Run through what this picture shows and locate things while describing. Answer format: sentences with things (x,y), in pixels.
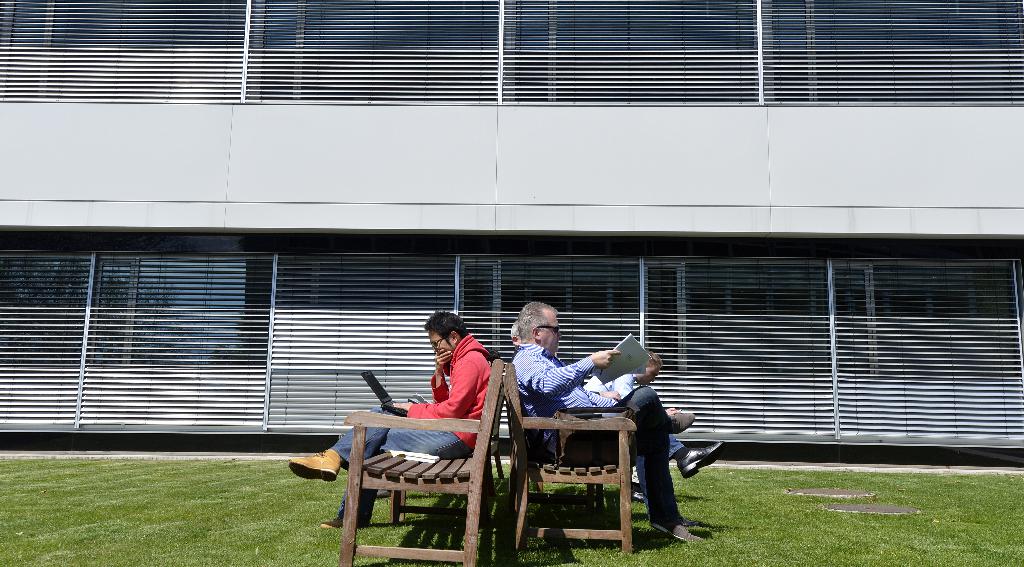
In the middle (462,372) a man (342,451) is sitting on this bench (432,467), he wore a red color coat (461,405). This side an old man (599,355) is sitting on this and reading something.
